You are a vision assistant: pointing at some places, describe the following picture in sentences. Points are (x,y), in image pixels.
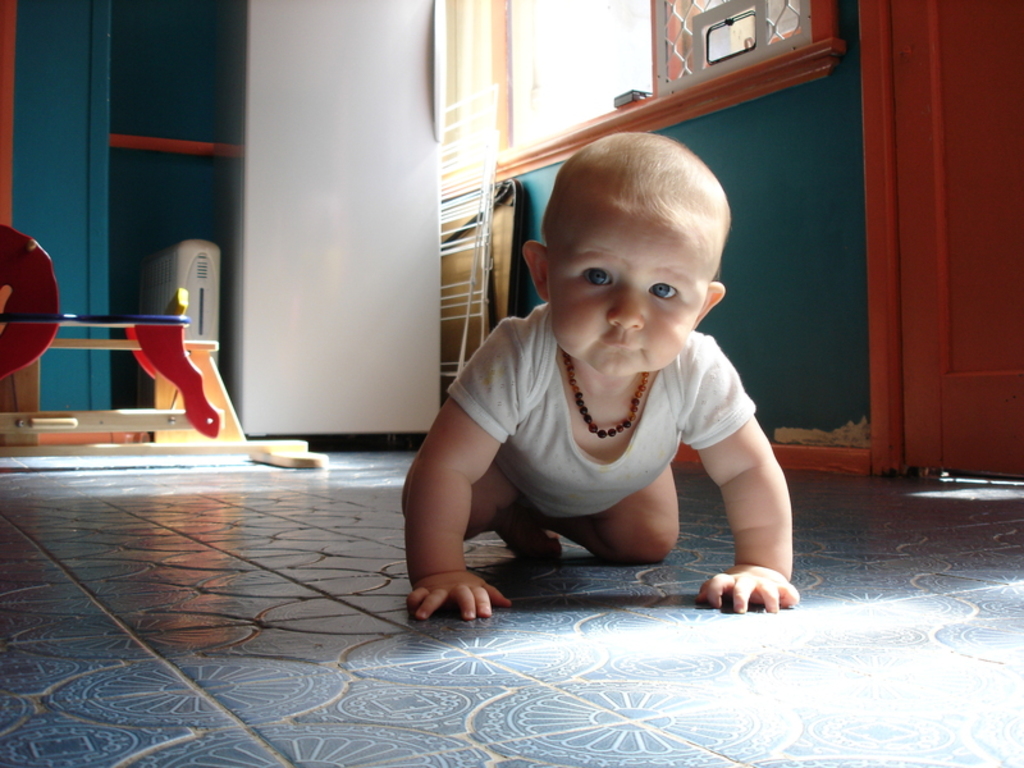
In the picture I can see a baby (665,483) is crawling on the floor (731,553). In the background (328,422) I can see a wall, windows (506,129) and some other objects (373,347).
